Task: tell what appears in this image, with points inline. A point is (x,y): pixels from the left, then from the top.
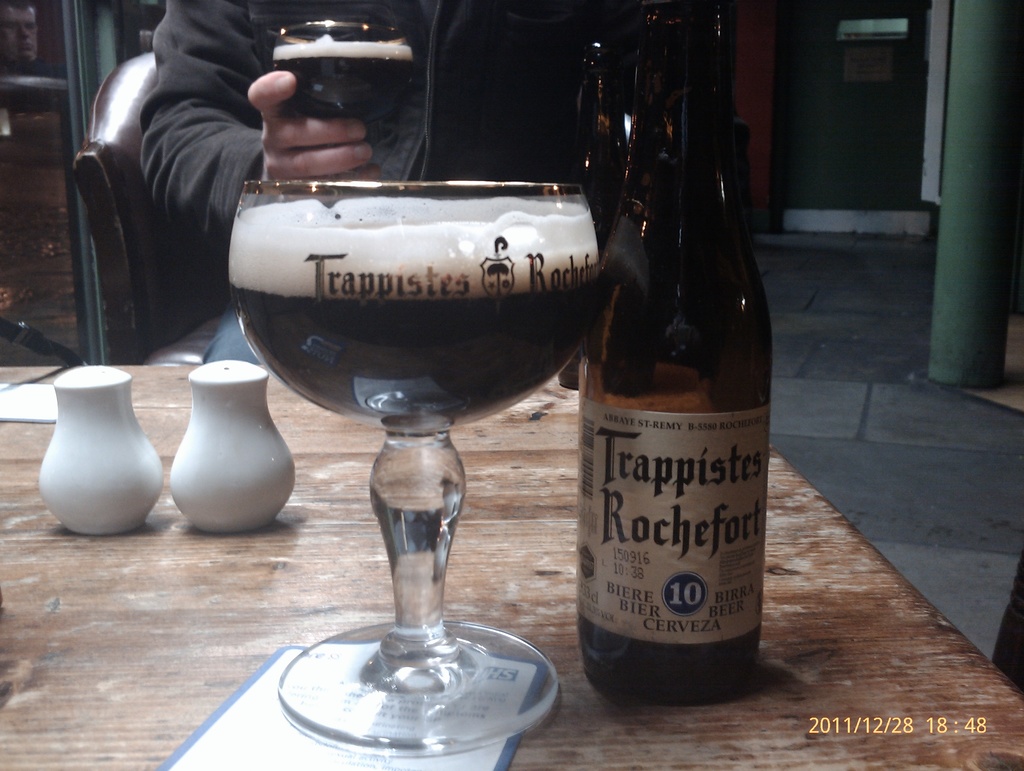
In the left middle of the image (171,378), there is a table (167,728) on which beverage bottle (667,346), glass (553,367), paper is kept. Behind that person (363,3) is sitting on the chair (128,269) which is half visible. In the right top of the image (964,183), a pillar (947,352) is visible which is green in color and next to that door (845,13) is visible which is green in color. This image is taken inside a pub (917,276).
